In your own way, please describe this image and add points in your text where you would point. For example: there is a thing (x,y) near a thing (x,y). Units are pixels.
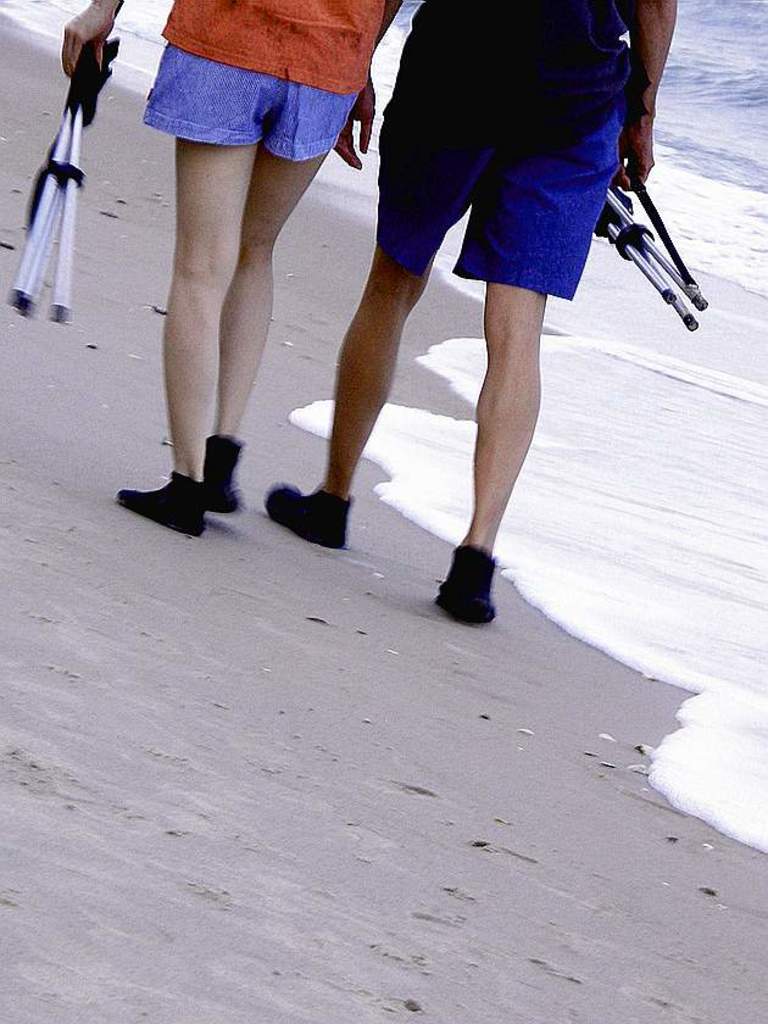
In this picture there is a man (458,90) who is wearing black t-shirt (537,49), short (443,212) and shoes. Beside him there is a woman (208,219) who is wearing t-shirt (239,1), short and shoes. Both of them are holding this camera stand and walking on the beach (127,826). On the right (686,263) I can see the water (678,243).
